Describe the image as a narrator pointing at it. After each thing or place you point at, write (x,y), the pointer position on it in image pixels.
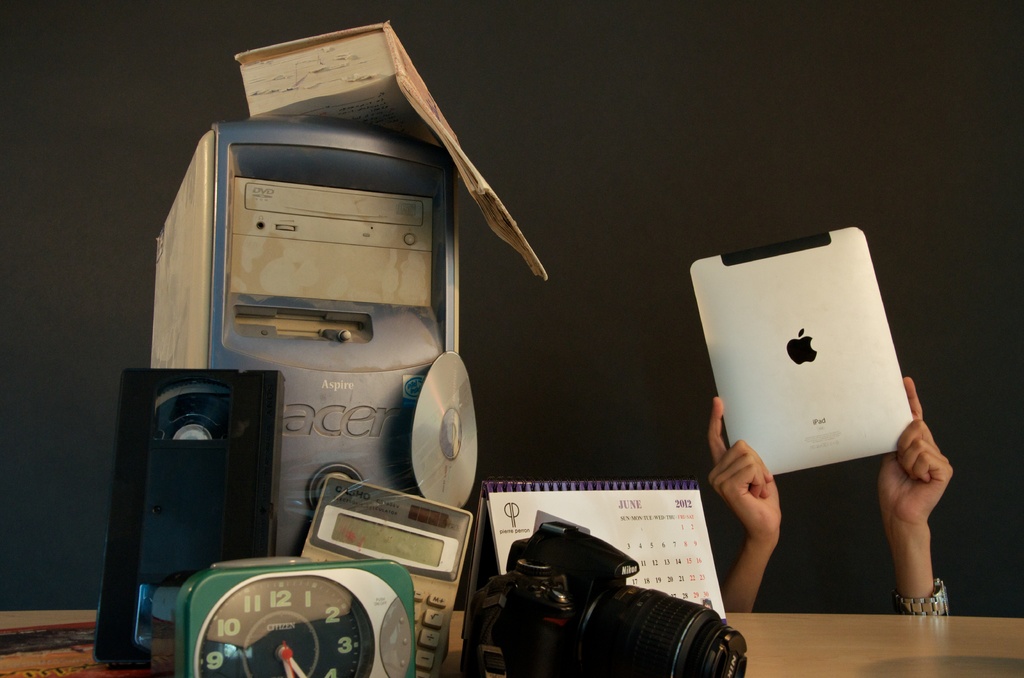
In this image, there is a table (928,650), on that table (891,657) there is a CPU (296,318) and there is a clock (337,647), there is a black color camera (691,658) on the table (849,672), at the right side (928,469) we can see the hands (891,486) of a person (891,486) who is holding a tablet (798,360).
